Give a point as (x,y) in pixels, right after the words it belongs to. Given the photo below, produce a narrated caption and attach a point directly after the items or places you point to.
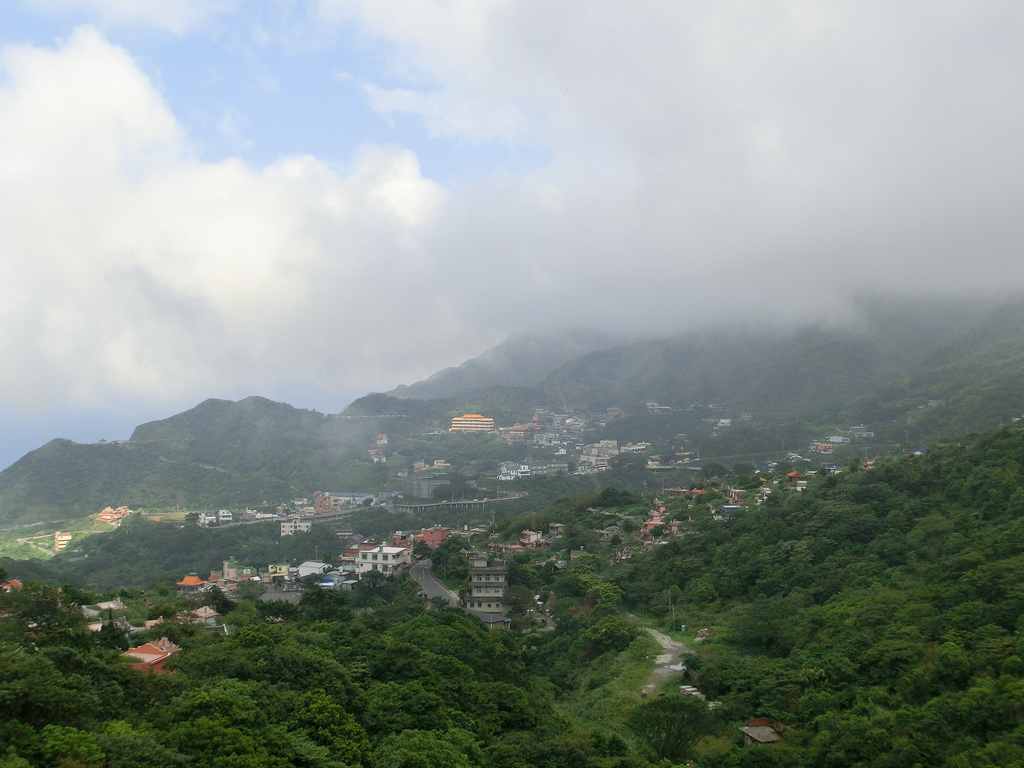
In this image there are trees (553,609), buildings (227,576), mountains (397,397) and the sky (415,250).
